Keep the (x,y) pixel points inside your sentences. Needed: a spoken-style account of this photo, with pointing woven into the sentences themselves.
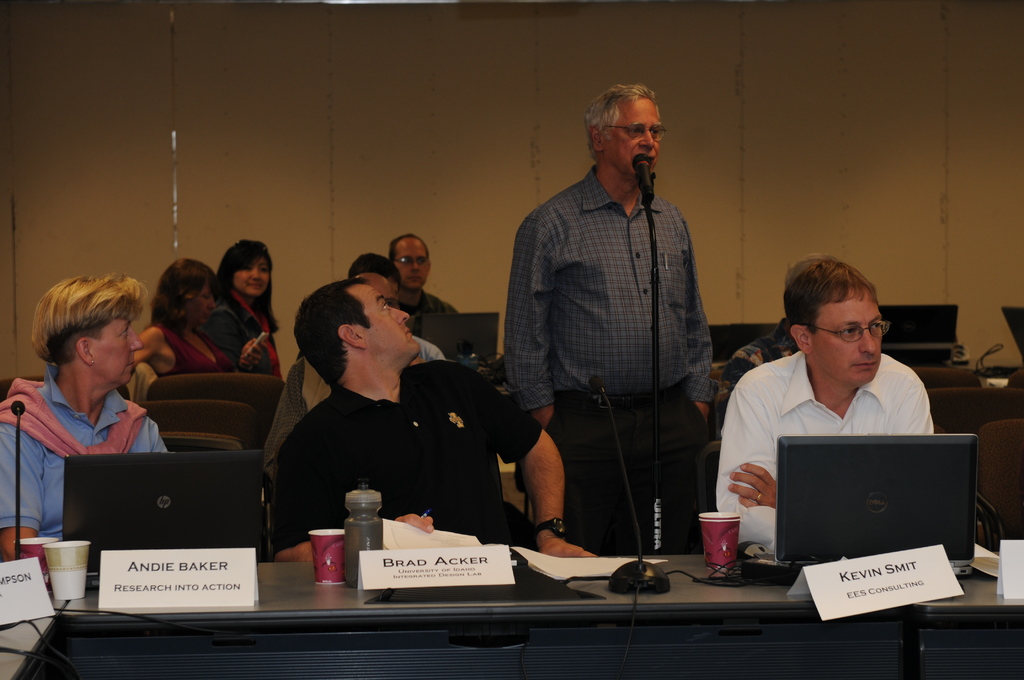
In this picture, we can see a few people (744,427) sitting on chairs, and among them a person (619,245) is standing, we can see microphone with a stand (657,364), and we can see table (978,630) and some objects (29,579) on table (576,655) like laptops (850,495), name boards (854,608), papers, cups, microphones (656,587), and we can see the wall (408,180).
